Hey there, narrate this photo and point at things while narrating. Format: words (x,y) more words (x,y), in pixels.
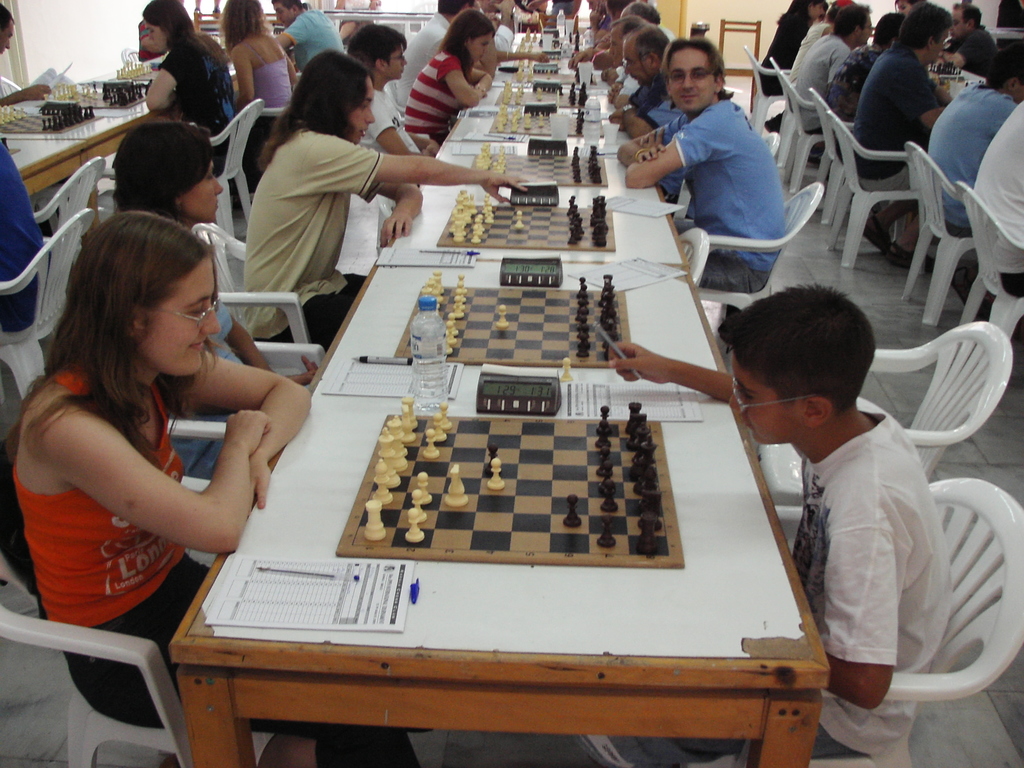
Here we can see a group of people (732,157) are sitting on the chair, and in front (557,500) here is the table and playing chess (489,470) and papers (597,400) and pens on it.
